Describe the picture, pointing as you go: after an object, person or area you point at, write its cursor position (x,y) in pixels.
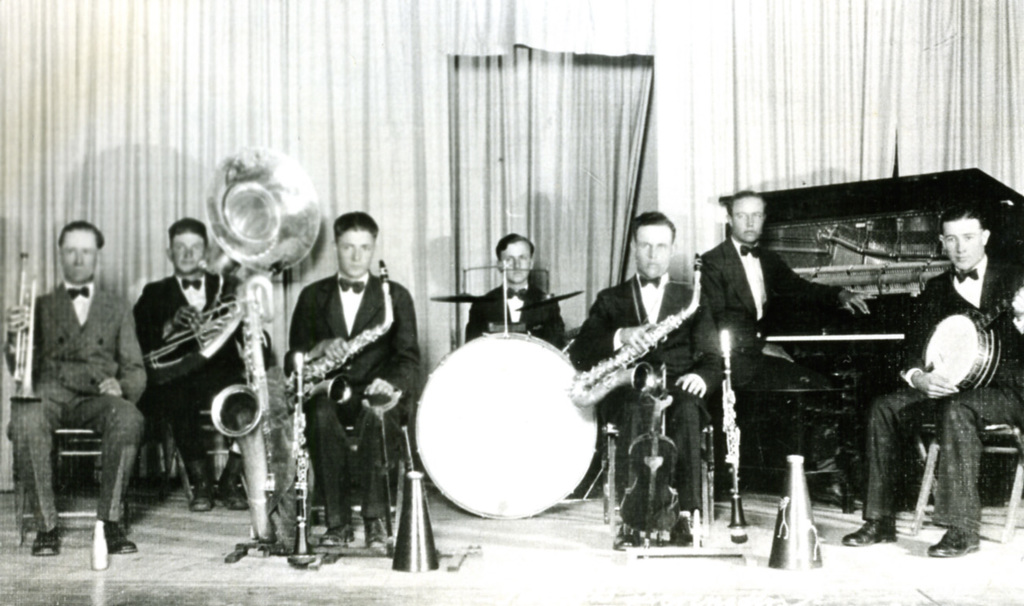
In the above picture i could see the persons (320,334) holding musical instruments (533,420) like trumpet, drums (465,401) and then the right corner of the picture (781,357) i could see a person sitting on the chair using a piano (859,321). In the background (383,128) i could see the curtains (667,71) hanging over. All men (398,325) are dressed with blazers (400,322) and bow tie (343,284) tied to neck (350,284).
